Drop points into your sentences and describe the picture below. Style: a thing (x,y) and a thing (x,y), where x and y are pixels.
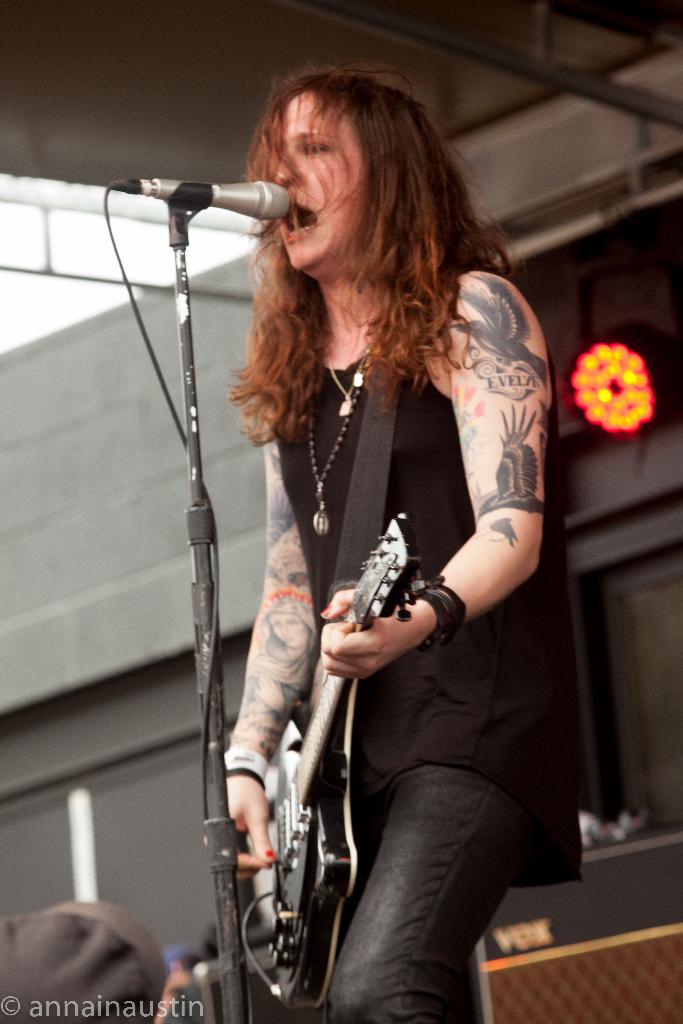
There is a woman (533,795) standing at the center (292,358) and she is holding a guitar (330,944) in her hand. She is singing on a microphone (274,220). In the background (661,402) there is a lighting arrangement (652,383).
